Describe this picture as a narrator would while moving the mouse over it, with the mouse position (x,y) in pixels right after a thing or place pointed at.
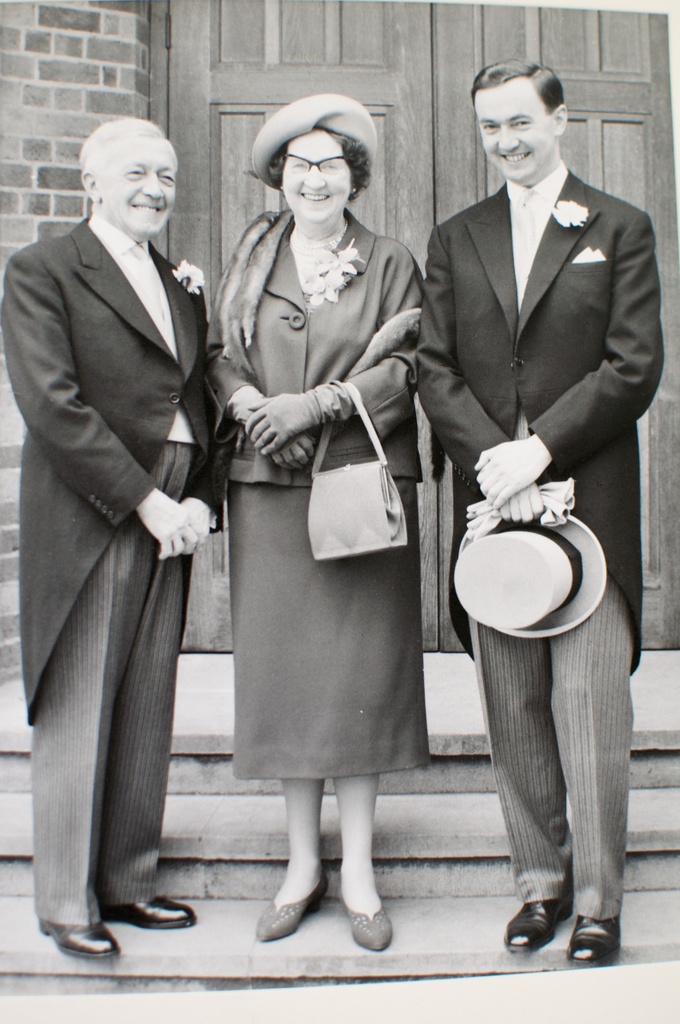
there are three people (403,399) standing and laughing in which two are men (161,388) and one is woman (261,473).
